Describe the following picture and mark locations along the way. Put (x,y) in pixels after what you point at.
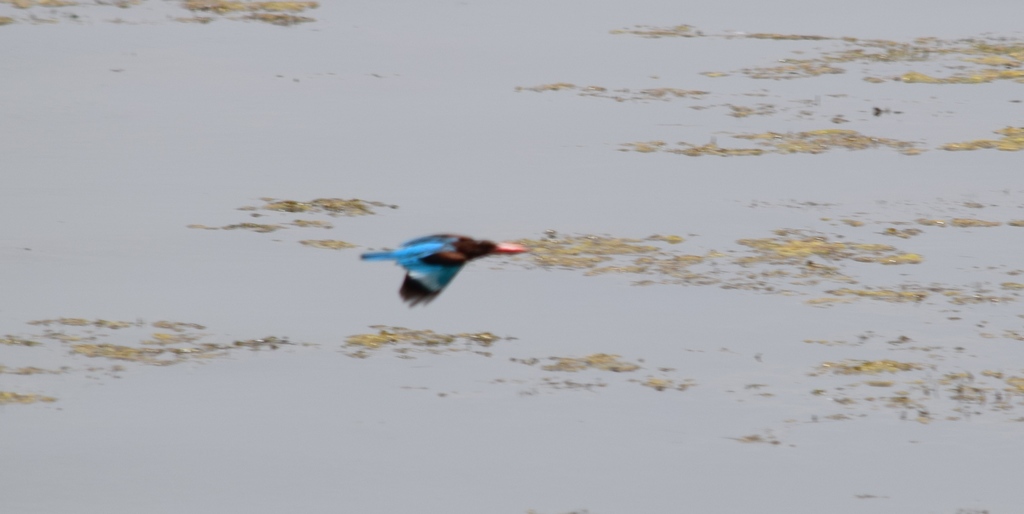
In a given image I can see a flying bird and water (359,117).
